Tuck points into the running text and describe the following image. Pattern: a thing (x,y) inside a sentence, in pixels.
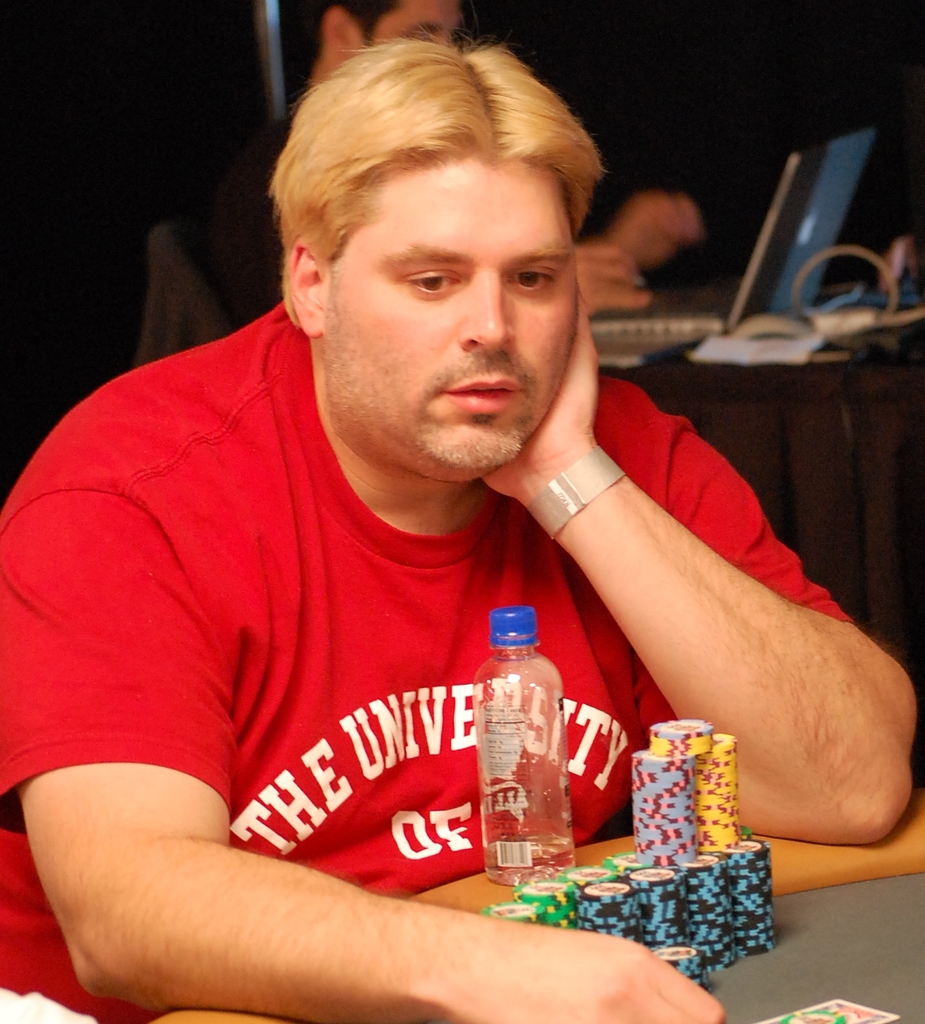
In this image I can see there is a man (358,756) who is wearing a red t-shirt (335,706) is sitting in front of a table (874,920). On the table (865,921) I can see there is a water bottle (509,786) and few coins (666,840).
